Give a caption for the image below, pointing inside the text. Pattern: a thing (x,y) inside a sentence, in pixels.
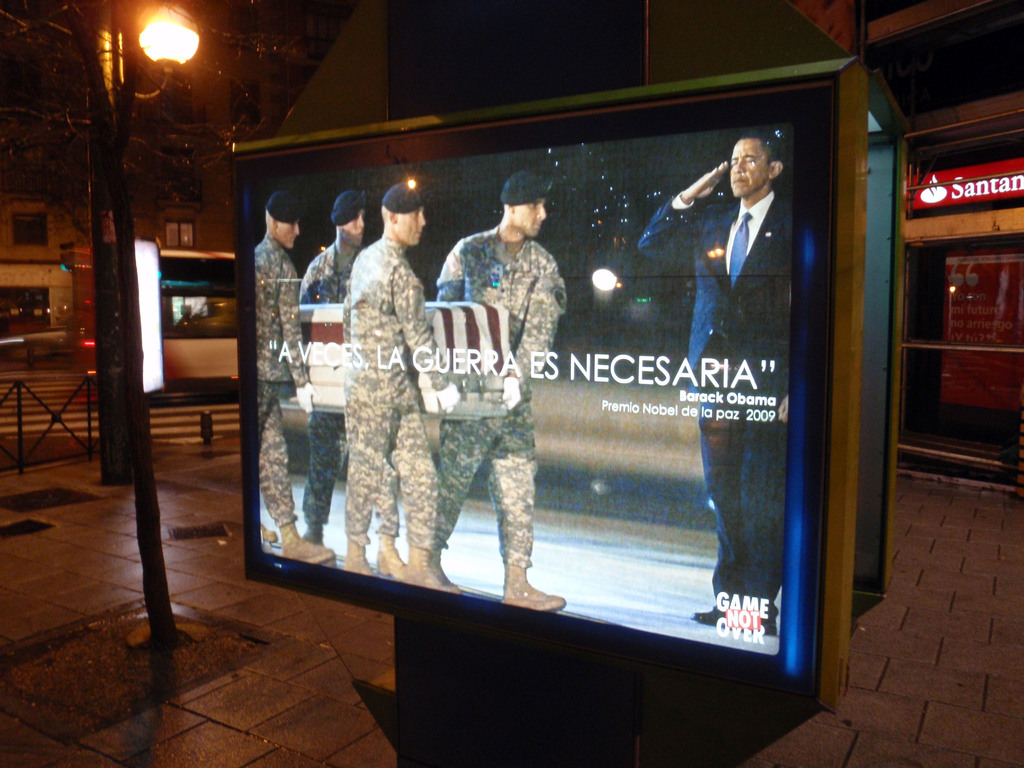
In this image I can see something projected on the screen (538,374). On the left side (41,439) I can see the railing (62,412). In the background (262,100), I can see the buildings (937,167) with some text (958,198) written on it. At the top (183,45) I can see the light (158,38).
